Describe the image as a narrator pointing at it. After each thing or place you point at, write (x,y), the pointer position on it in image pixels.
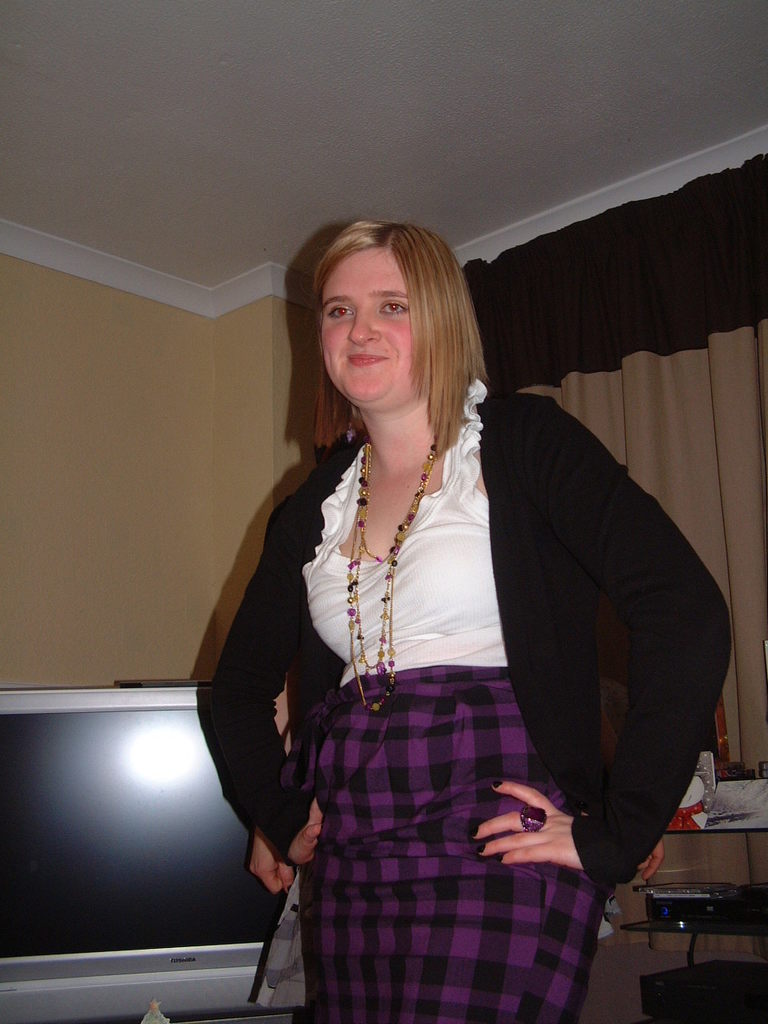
In this picture there is a woman (345,721) who is standing near to the television (131,986). On the bottom right corner (707,882) we can see some books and other objects (696,920) on the rack (759,896). Beside that we can see window cloth (707,440).
